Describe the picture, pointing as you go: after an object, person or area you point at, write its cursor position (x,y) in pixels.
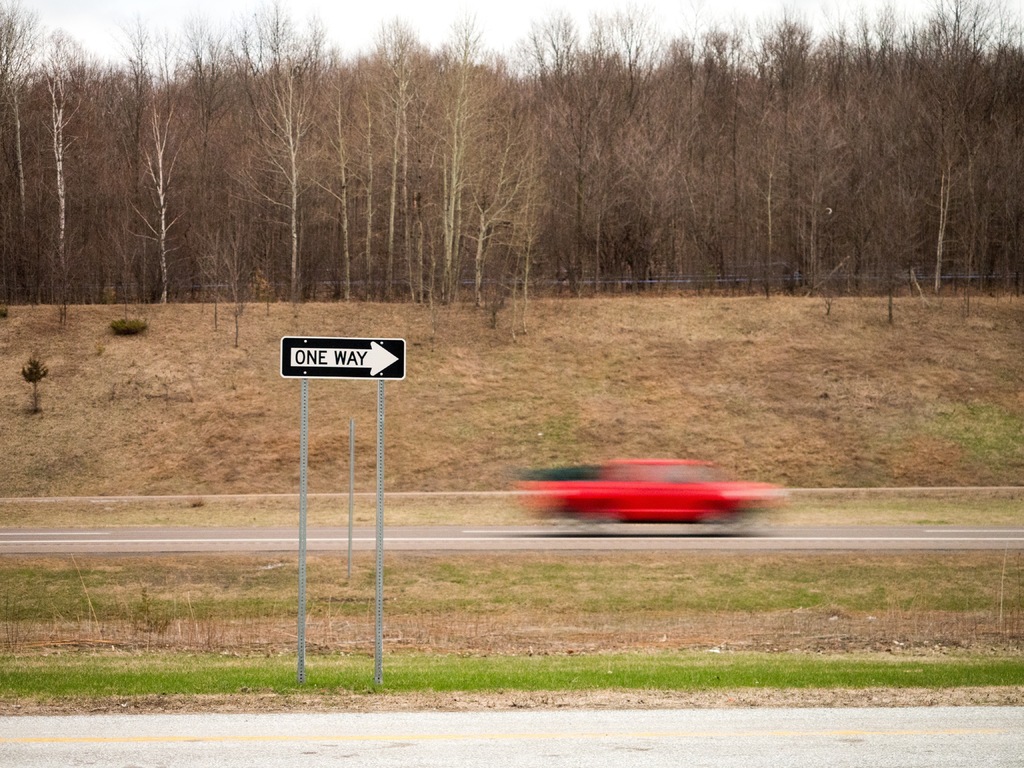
In this image I can see the road (561,725), two poles (379,623) and a signboard (346,367) which is black and white in color is attached to the poles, some grass (242,580) and a vehicle (542,479) which is red in color on the road (547,543). In the background (752,377) I can see the ground (725,346), few trees (663,192) and the sky (122,18).
